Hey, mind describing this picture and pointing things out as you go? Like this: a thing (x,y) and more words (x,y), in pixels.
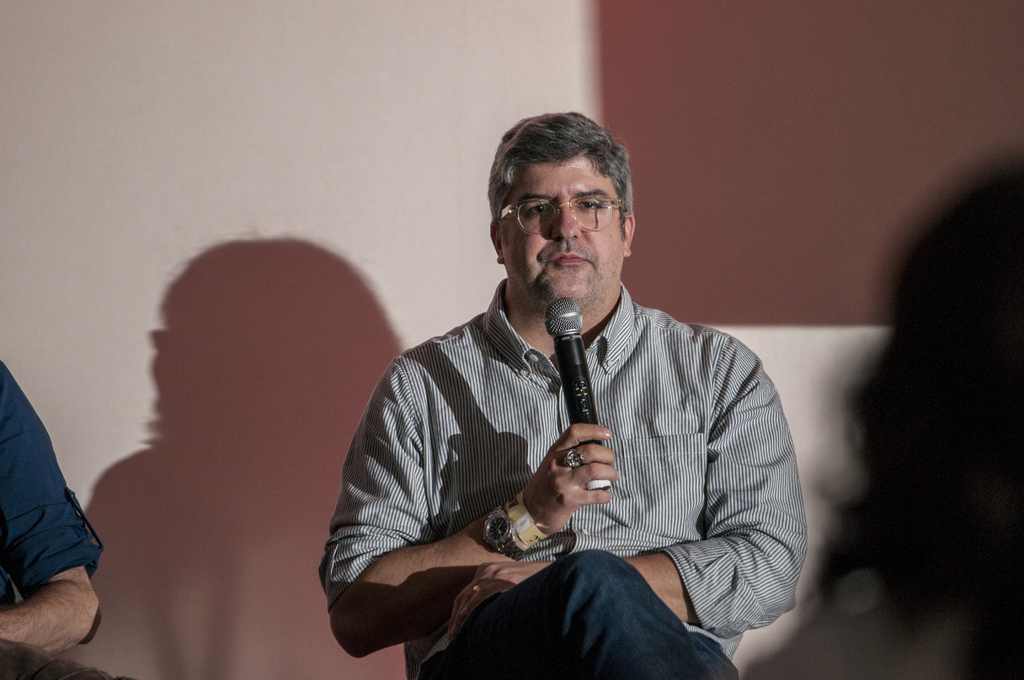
In this image there is a person (594,327) sitting in chair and holding a microphone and the back ground there is another person (24,542).
